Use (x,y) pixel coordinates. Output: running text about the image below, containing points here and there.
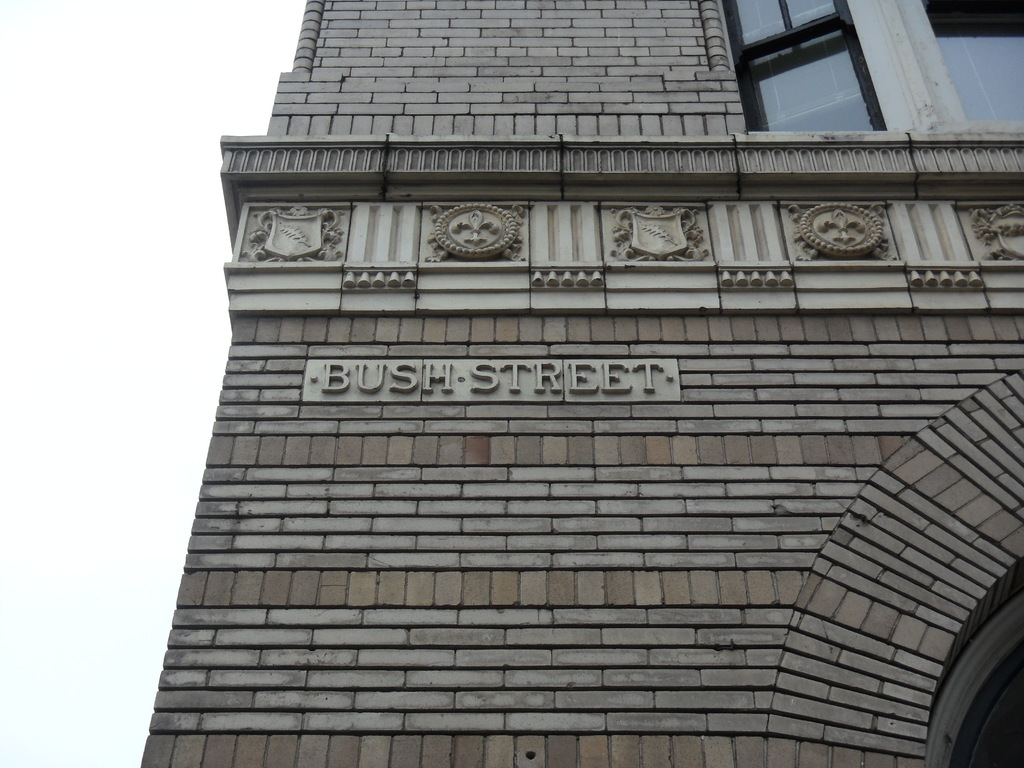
This picture contains a building (282,469) which is made up of bricks (447,589). On the building (536,414), we see a board (508,394) with some text (347,364) written as "BUSH STREET". On the left side of the picture (112,371), it is white in color.
